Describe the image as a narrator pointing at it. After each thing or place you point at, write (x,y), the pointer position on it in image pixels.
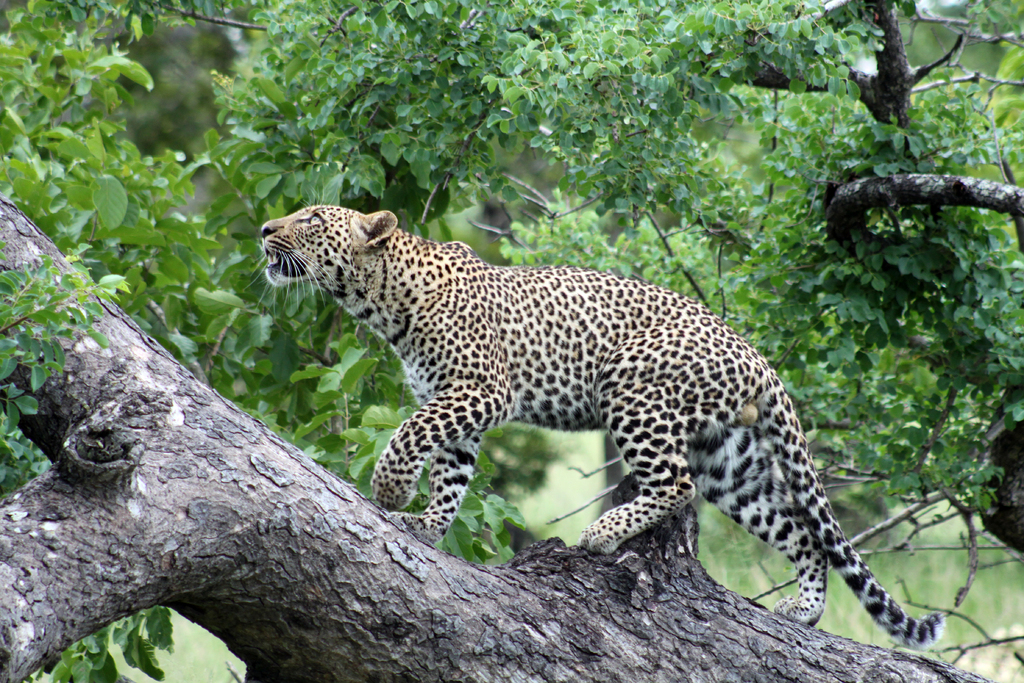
Here we can see a leopard (408,430) is walking on a tree (122,470). In the background (534,195) there are trees (390,119).
